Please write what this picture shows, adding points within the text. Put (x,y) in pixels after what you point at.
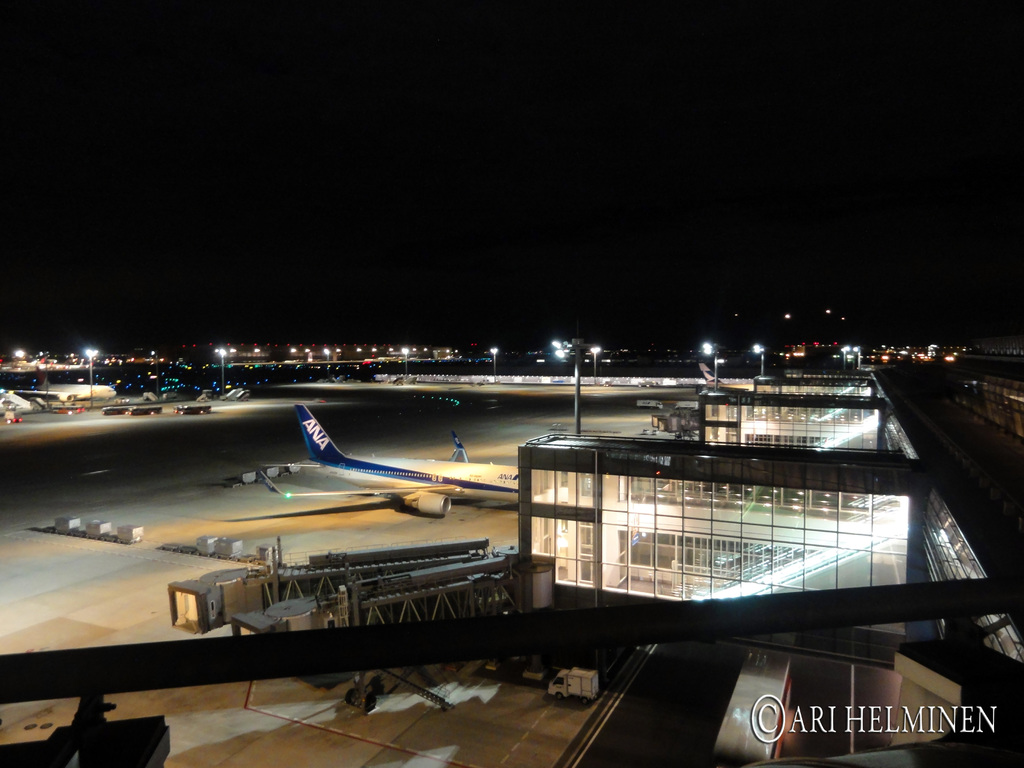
In this image there are airplane (426,492), vehicles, and buildings (817,420) and poles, in the bottom right (947,714) there is text (937,723).
